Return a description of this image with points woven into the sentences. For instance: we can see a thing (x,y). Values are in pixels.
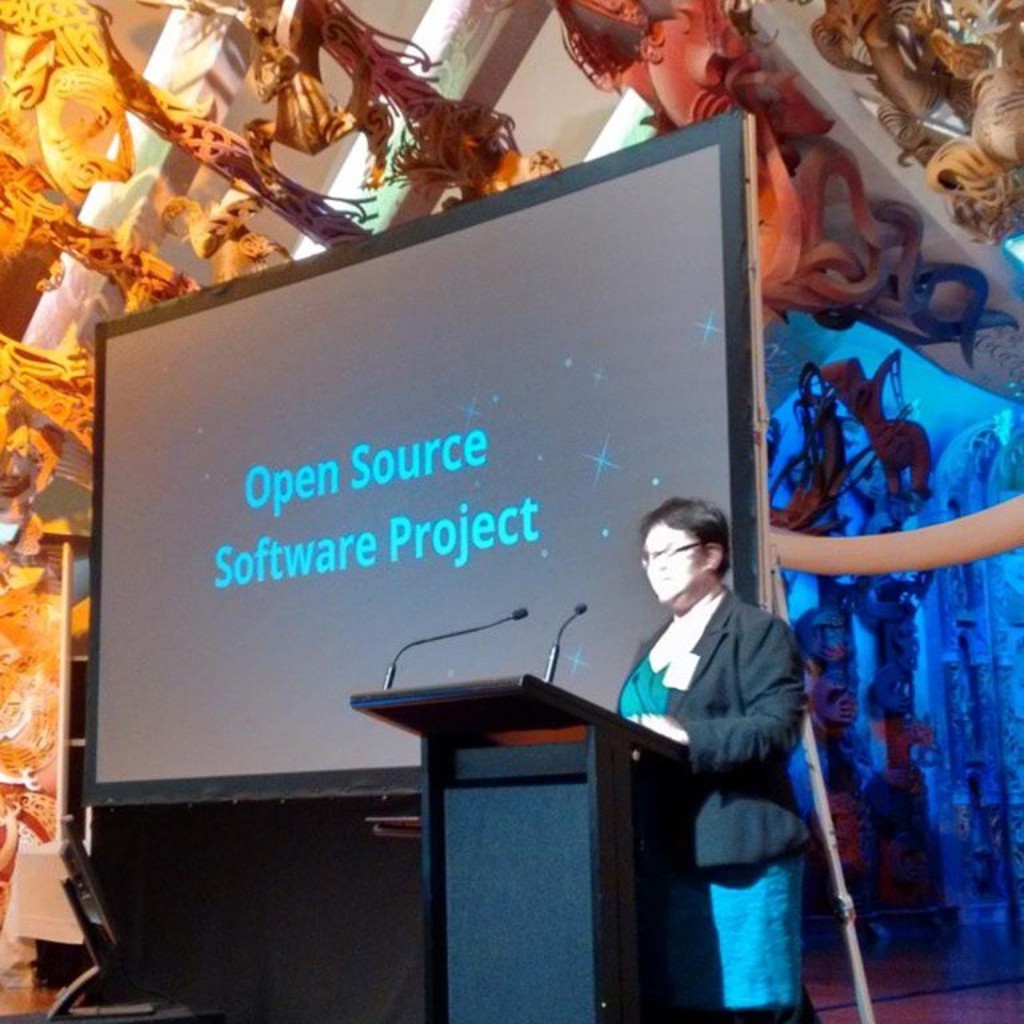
In this image there is a screen (286,616), monitor (79,847), podium (521,805), mics (567,624), person (718,765) and decorative objects (232,146). Something is written on the screen (398,554). In-front of that person (712,773) there is a podium (535,730) along with mics (465,634).
